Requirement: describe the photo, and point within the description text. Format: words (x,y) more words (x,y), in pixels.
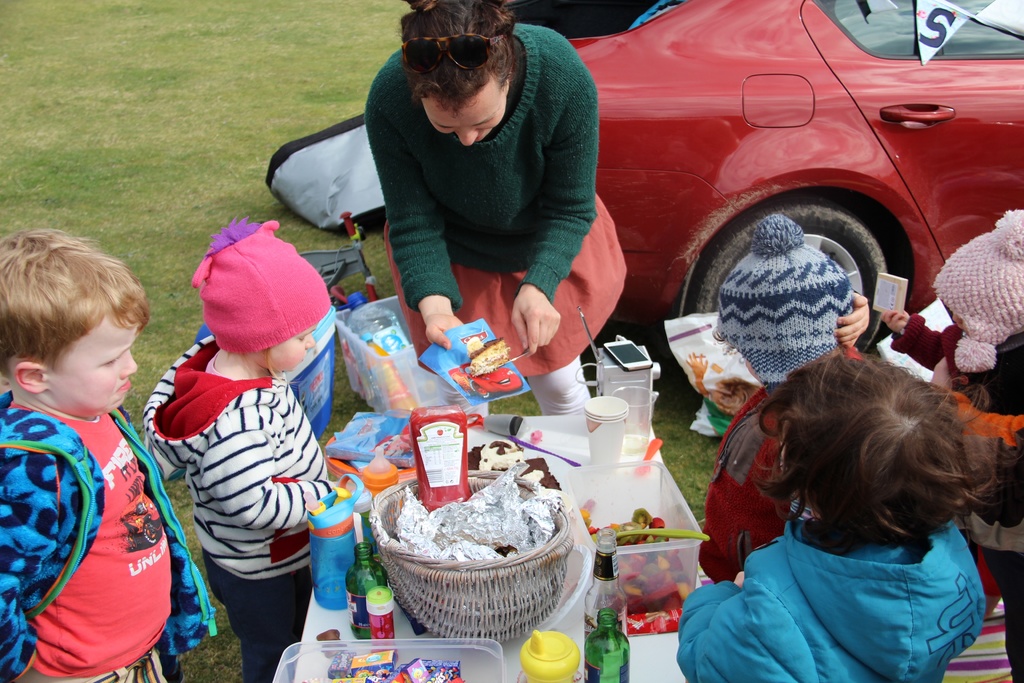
In this image there is a table (573,603) in the middle (529,455). On the table (578,527) there are bottles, boxes (596,466), cups (604,438), plates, spoons (650,453) on it and there are kids (729,471) around the table (562,448). In the middle (474,242) there is a woman (470,279) who is serving the food (501,352) to the kids (256,421). In the background (820,144) there is a red colour car (824,96).
